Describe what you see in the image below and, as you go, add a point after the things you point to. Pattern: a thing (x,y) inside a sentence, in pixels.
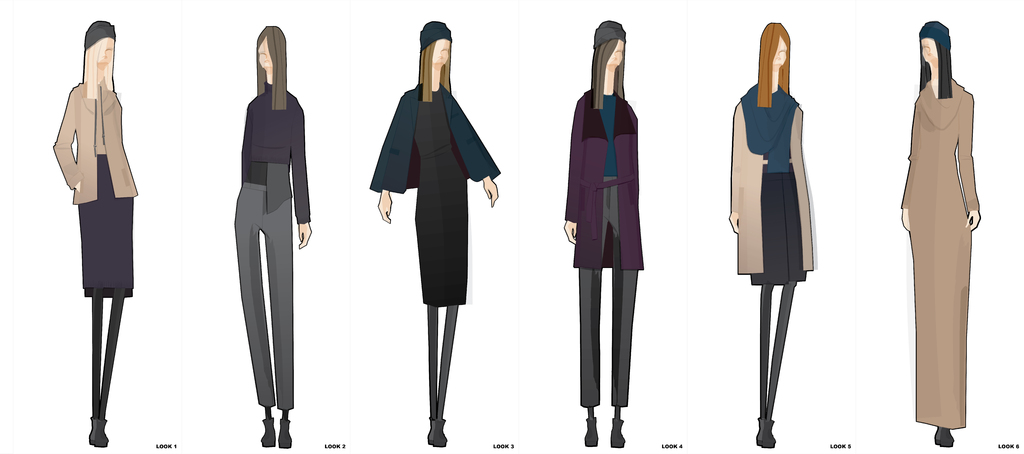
There is an animation image. In that image there are six ladies (287,281) with different attires (89,221) is standing.
